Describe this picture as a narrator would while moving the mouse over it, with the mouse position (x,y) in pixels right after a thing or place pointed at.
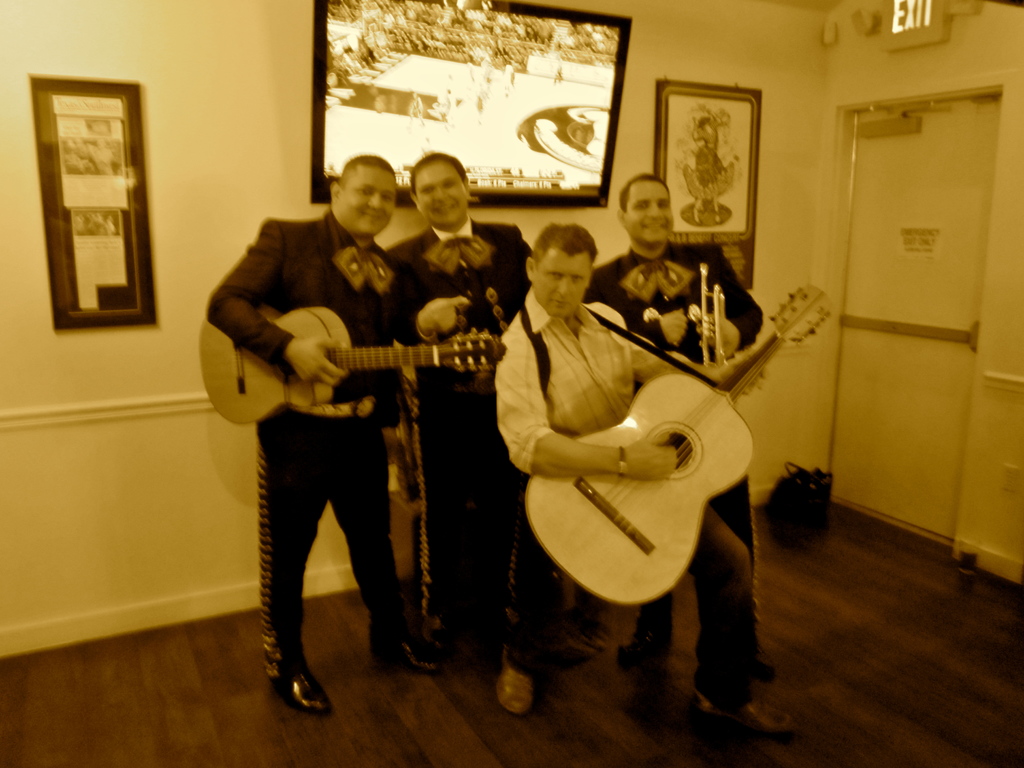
In this image i can see 4 persons (517,406) standing and holding musical instruments (490,357) in their hands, all of them are wearing shoes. In the background (88,482) i can see the wall (101,438), 2 photo frame (680,201), a door (943,339), a sign board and a television (490,132).
